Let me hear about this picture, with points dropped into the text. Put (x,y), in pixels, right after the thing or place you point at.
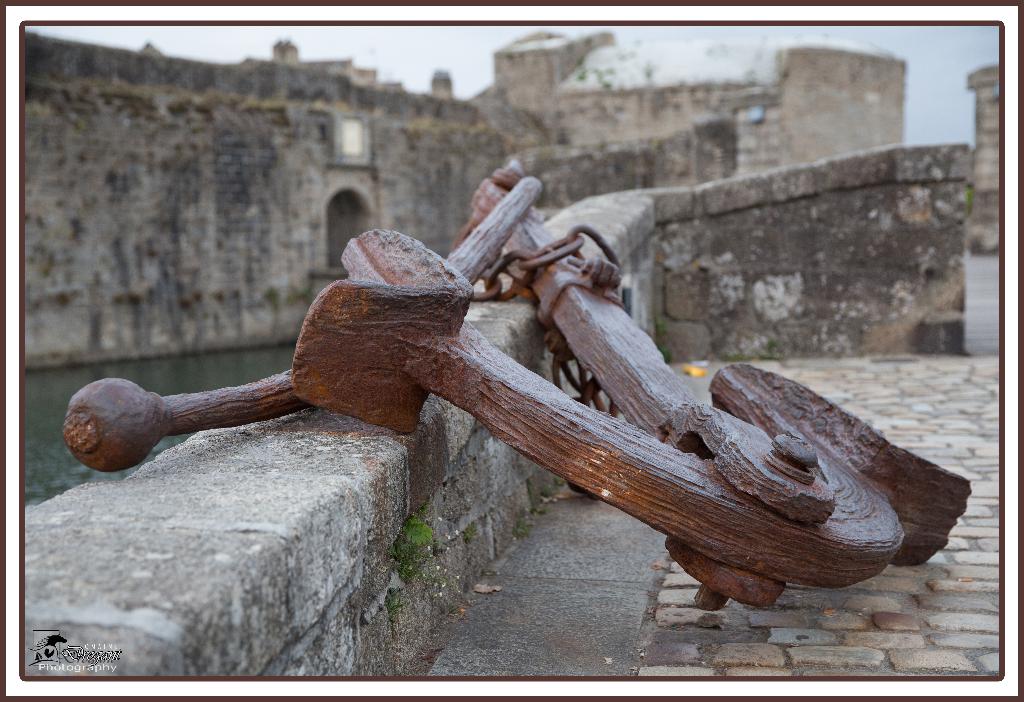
In this image we can see a monument (812,235). There is an object (555,379) in the image. There is a lake (234,357) in the image. We can see the sky (454,57) in the image. There are borders (919,684) to the image.
